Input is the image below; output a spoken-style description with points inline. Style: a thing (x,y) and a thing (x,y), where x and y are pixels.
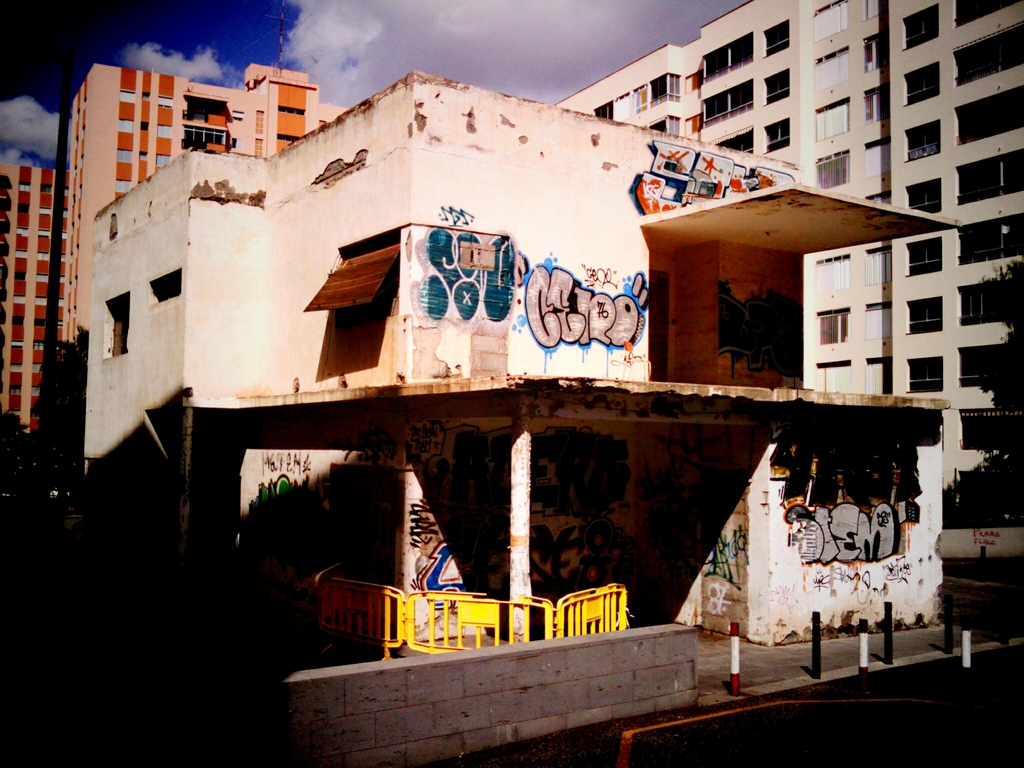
In this image, there are buildings (783,207). In front of a building (520,585), I can see barricades (496,627), a compound wall (662,675) and there are poles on the road (805,691). On the left (59,438) and right side of the image (1013,388), there are trees (60,471). In the background (40,102), I can see the sky (552,39).
